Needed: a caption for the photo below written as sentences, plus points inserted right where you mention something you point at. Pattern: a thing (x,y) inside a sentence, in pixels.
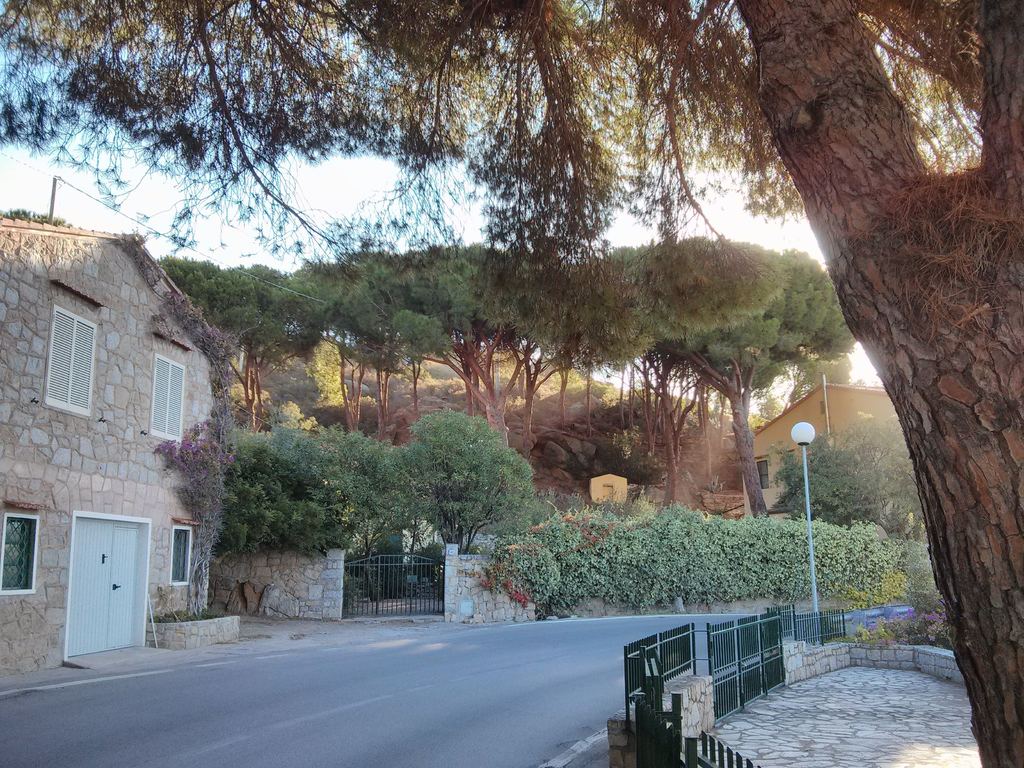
In this image I can see a building (101,456) and windows (180,390). I can see a black color gate (413,593) and fencing (773,621). Back I can see pole (804,457) and trees (483,438). The sky (348,174) is in white color. We can see white color door (115,578).
